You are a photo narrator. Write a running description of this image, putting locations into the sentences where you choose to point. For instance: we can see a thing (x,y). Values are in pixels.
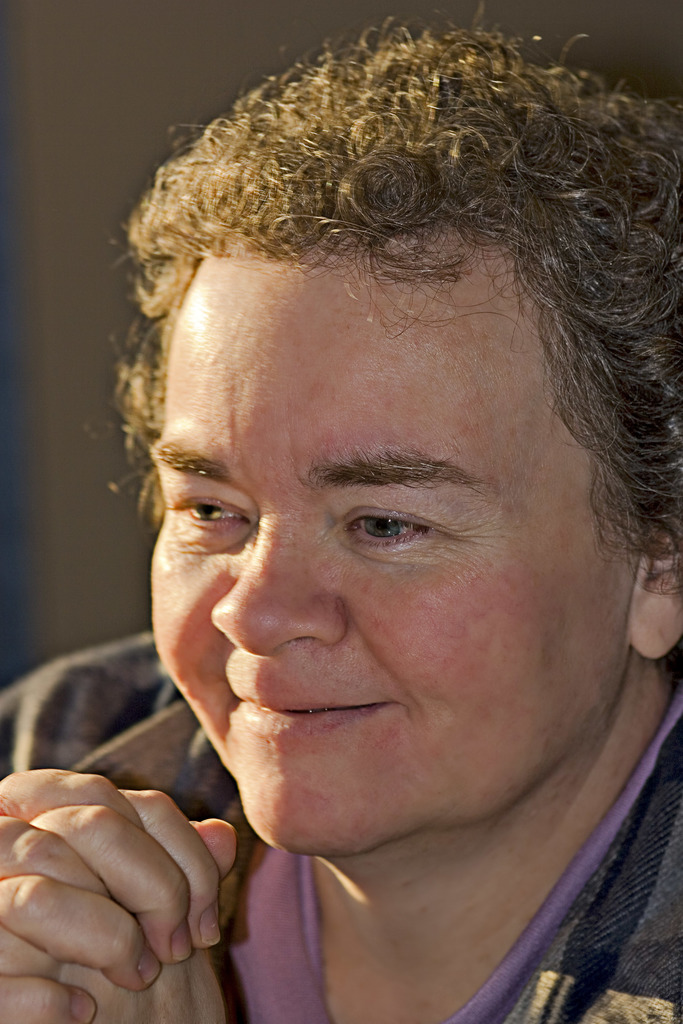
In the center of the image (406,462), we can see a person (291,323) and in the background (136,84), there is a wall (198,56).
